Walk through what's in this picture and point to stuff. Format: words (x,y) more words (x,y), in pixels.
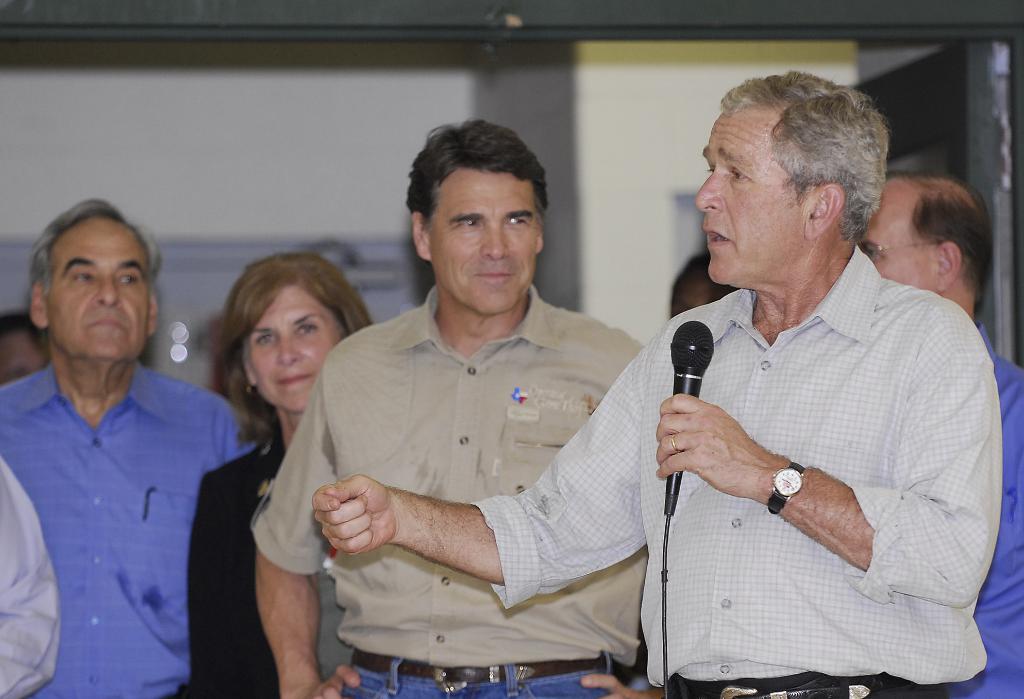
On the background (530,88) we can see a wall (618,100). Here we can see one man (793,603) standing and holding a mike (671,488) in his hand (681,456) and talking. He wore watch (786,495). On the background (133,398) we can see few persons (910,243) standing, holding a smile on their faces (457,294).
